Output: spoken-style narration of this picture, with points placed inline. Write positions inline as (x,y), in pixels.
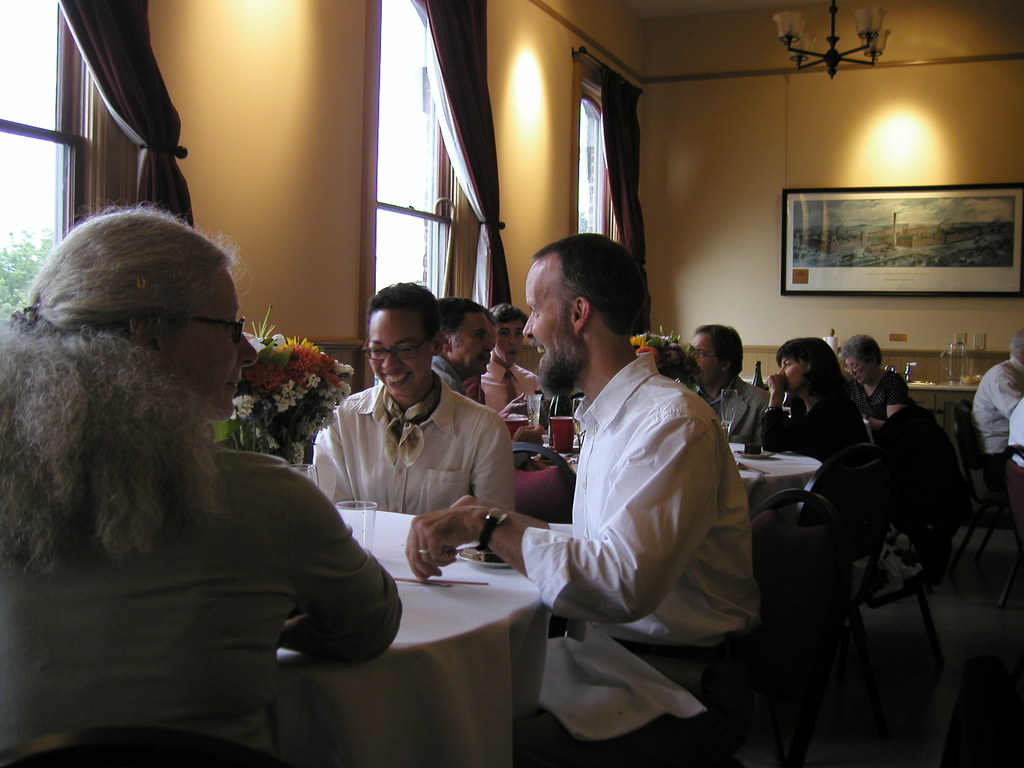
In this image I can see it looks like a restaurant (745,612), a group of people (628,583) are sitting on the chairs (530,478) around dining tables (523,584) and talking each other. On the right side (840,229) there is a photo frame (812,231) on the wall (745,226), on the left side (45,46) there are windows (19,46) and there is a flower vase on the table (456,603).
